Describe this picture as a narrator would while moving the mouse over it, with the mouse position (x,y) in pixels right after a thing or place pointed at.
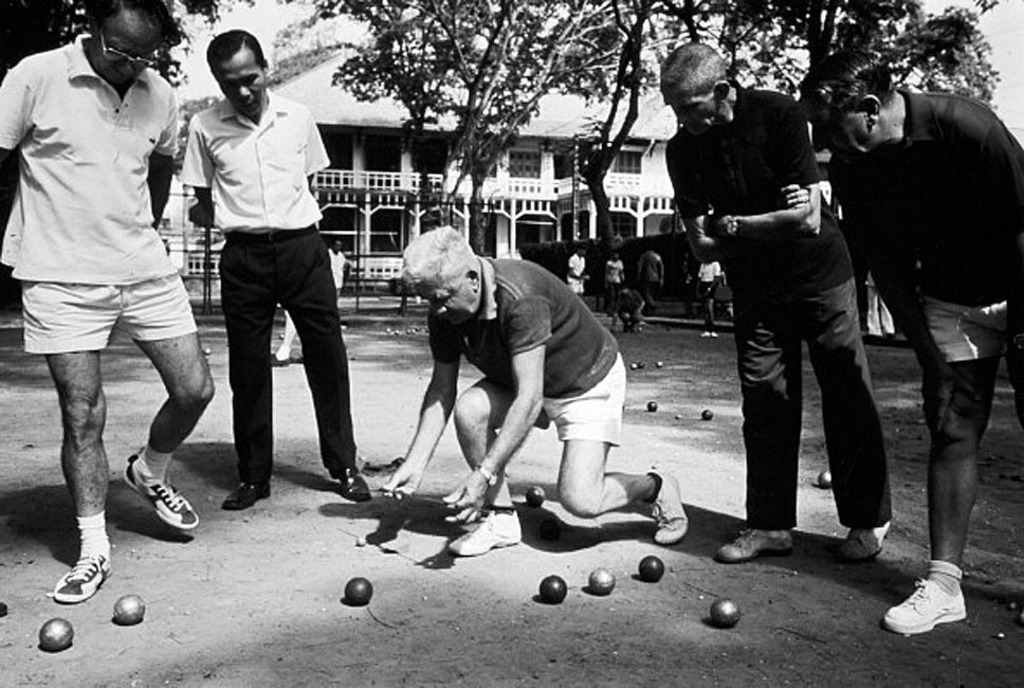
In this image I can see there are four persons (210,184) standing on the road (207,606) and I can see a person (532,352) bending and measuring some balls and at the top (327,47) I can see the house (352,98) and tree (596,53) and in front of the house (521,133) I can see few people (644,290).
